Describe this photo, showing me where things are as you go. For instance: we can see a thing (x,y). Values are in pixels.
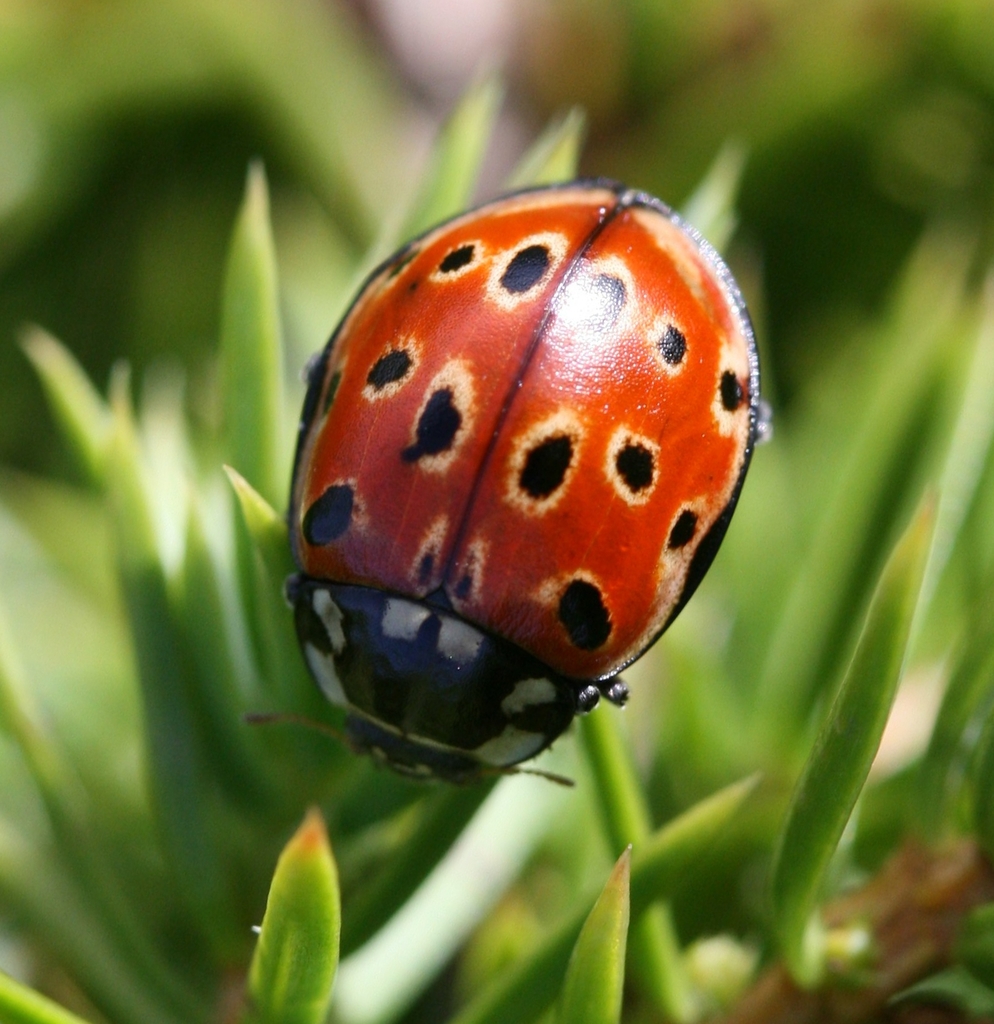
In this image we can see an insect (428,558), also there are some plants (160,423), and the background (512,31) is blurred.
